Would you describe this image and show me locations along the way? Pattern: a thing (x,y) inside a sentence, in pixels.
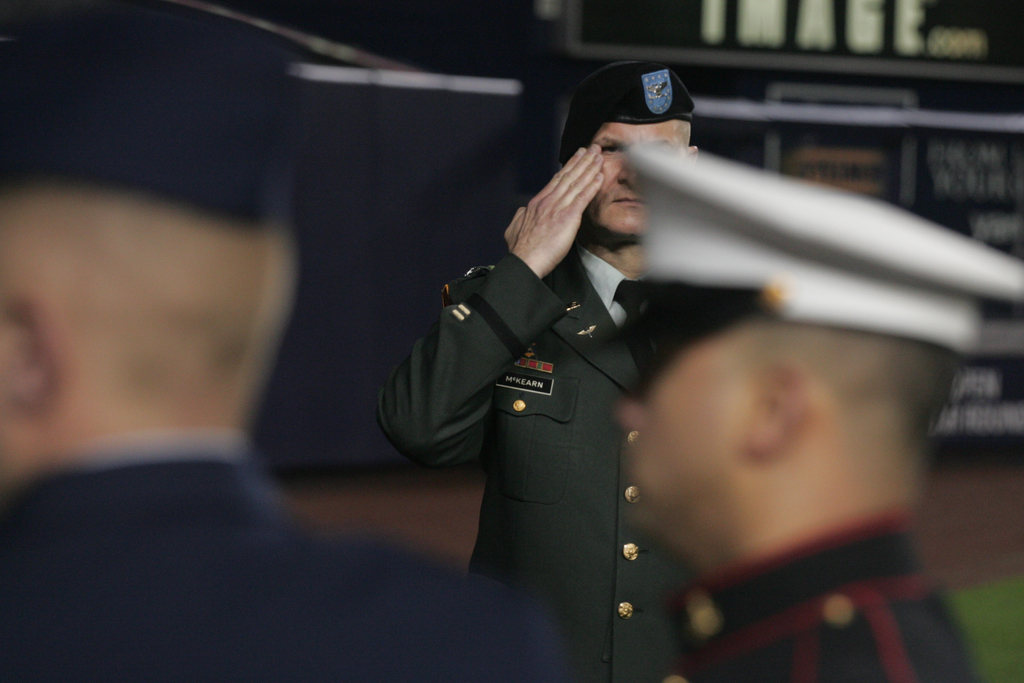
In the center of the image (616,241) we can see three persons (588,332) are standing and they are wearing caps (632,112). And they are in different color costumes (574,332). In the background (398,148) there is a wall (449,173), banners (708,6) and a few other objects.
